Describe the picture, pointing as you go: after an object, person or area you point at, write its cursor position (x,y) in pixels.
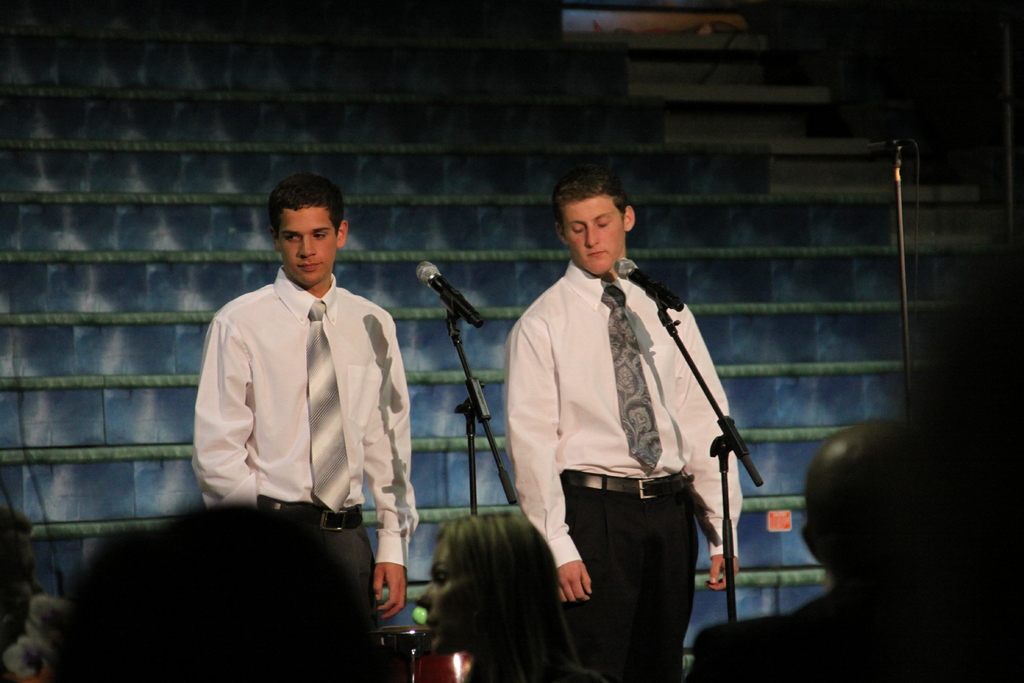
This picture describes about group of people (228,369), in the middle of the given image we can see two men (516,413), they are standing and they wore white color shirts (522,410), in front of them we can see microphones (459,301) and drums (411,635).
